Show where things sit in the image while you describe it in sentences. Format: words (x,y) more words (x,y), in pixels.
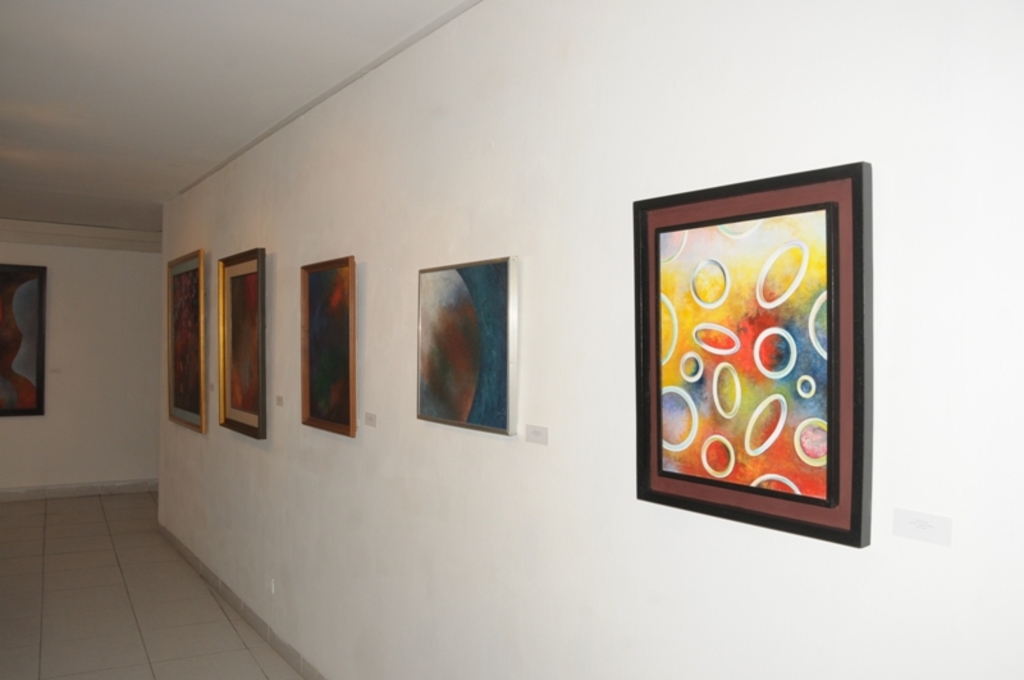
In this image there are frames (231,340) on the wall (70,365).
